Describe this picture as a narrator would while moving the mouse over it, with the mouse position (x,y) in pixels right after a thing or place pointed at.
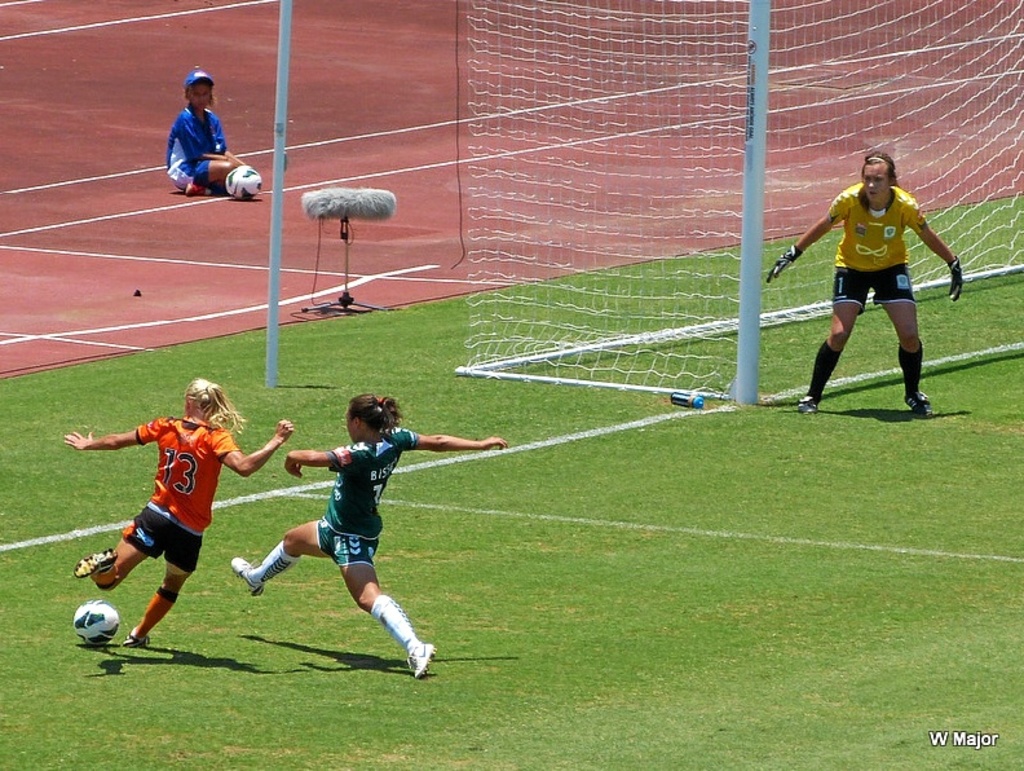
In this image I can see few persons (367,526) wearing green, orange, black and yellow colored dresses (370,481) are standing and I can see a ball (107,632) on the ground (97,589). I can see few white colored poles (684,390), the net (690,113), a person (196,175) sitting, a ball (251,178) and the ground (358,126) in the background (358,126).
